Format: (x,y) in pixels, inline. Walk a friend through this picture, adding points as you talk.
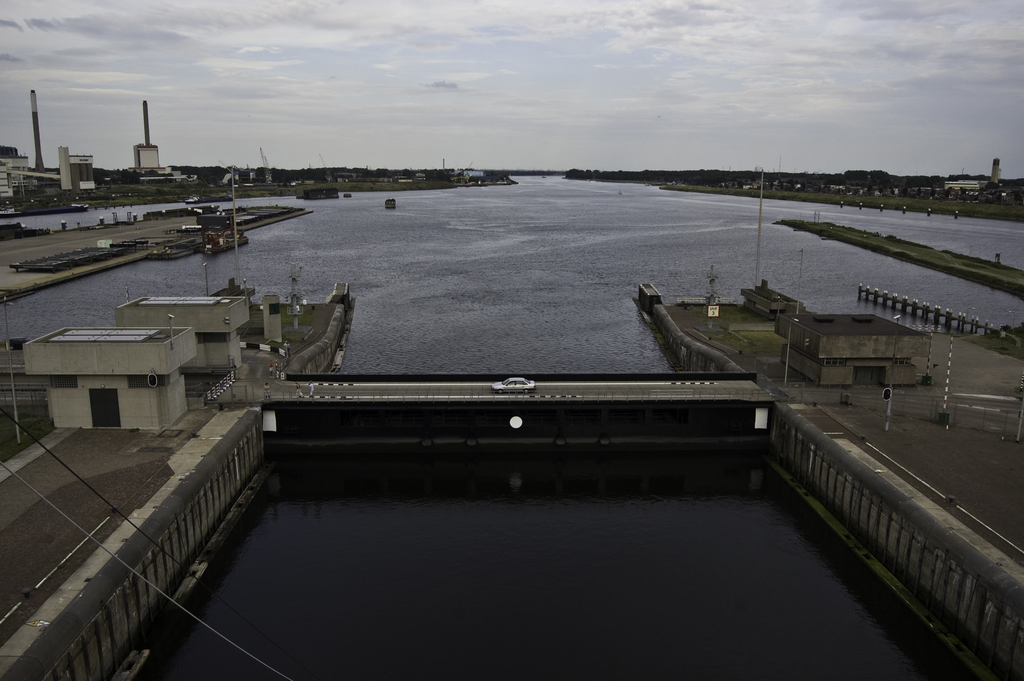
In this image I can see buildings (2,183). There is water (625,532), there is a vehicle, there are poles (886,296), trees (881,177) and in the background (623,89) there is sky (595,75).
